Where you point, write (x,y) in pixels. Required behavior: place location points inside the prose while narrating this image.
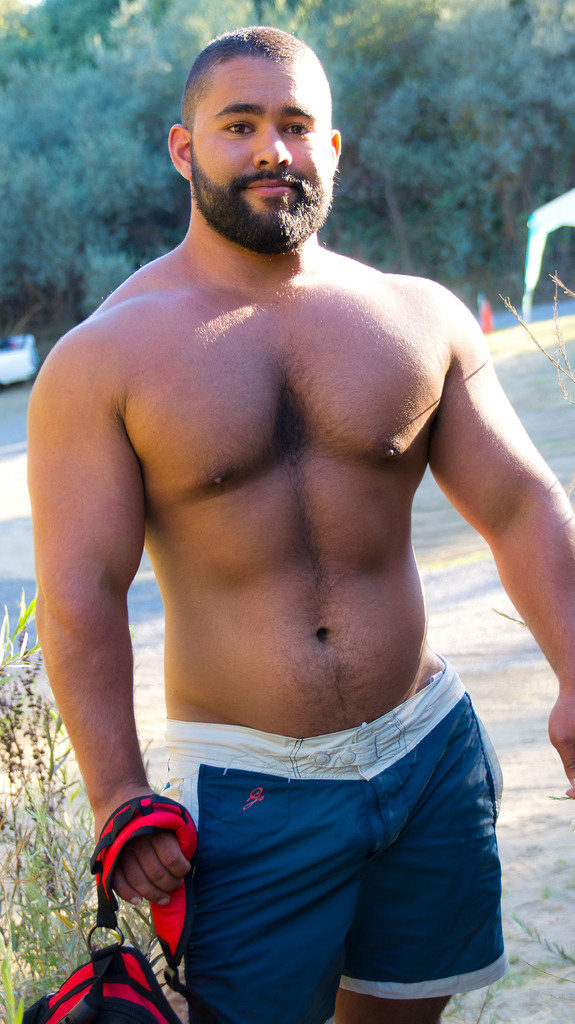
In this image there is a man (378,688) standing on the ground (505,860) without the shirt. He is holding the bag (93,968). In the background (59,170) there are trees (48,182).
